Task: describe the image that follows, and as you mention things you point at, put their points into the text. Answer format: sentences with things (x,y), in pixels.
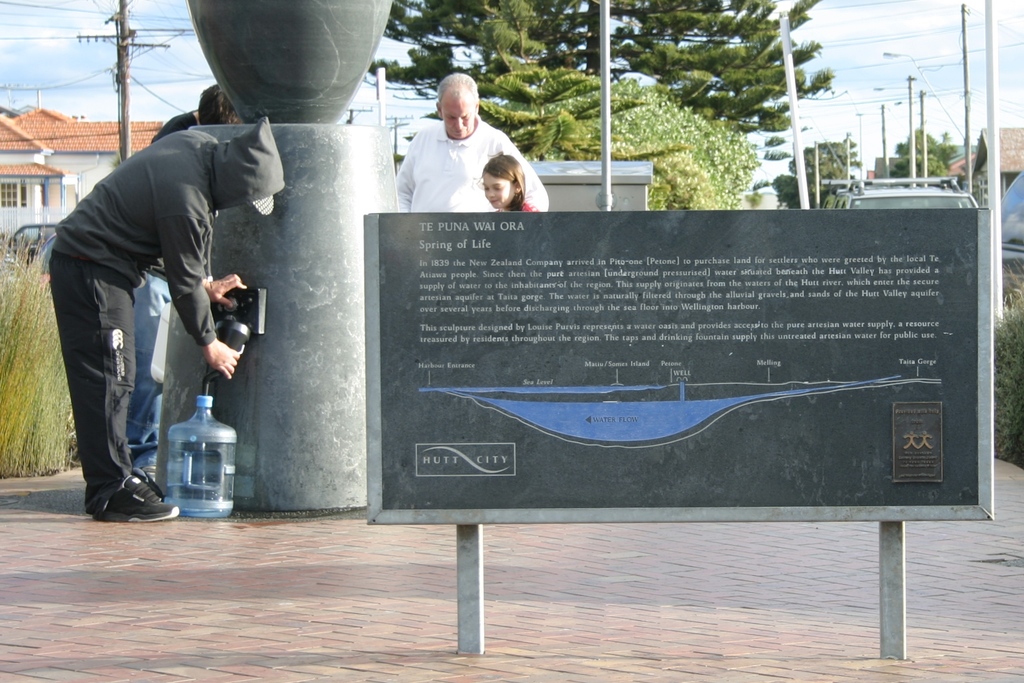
In this picture I can see few trees (903,151), buildings (957,160), few poles (798,122) and few cars (898,203) in the background (770,124) and I can see few people (160,236) standing, a man (196,316) holding a bottle (245,336) and filling water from a tap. I can see a water can (191,459) on the ground (177,523) and a board (616,426) with some text (534,337) and I can see plants (1009,316) and a cloudy sky (864,18).
